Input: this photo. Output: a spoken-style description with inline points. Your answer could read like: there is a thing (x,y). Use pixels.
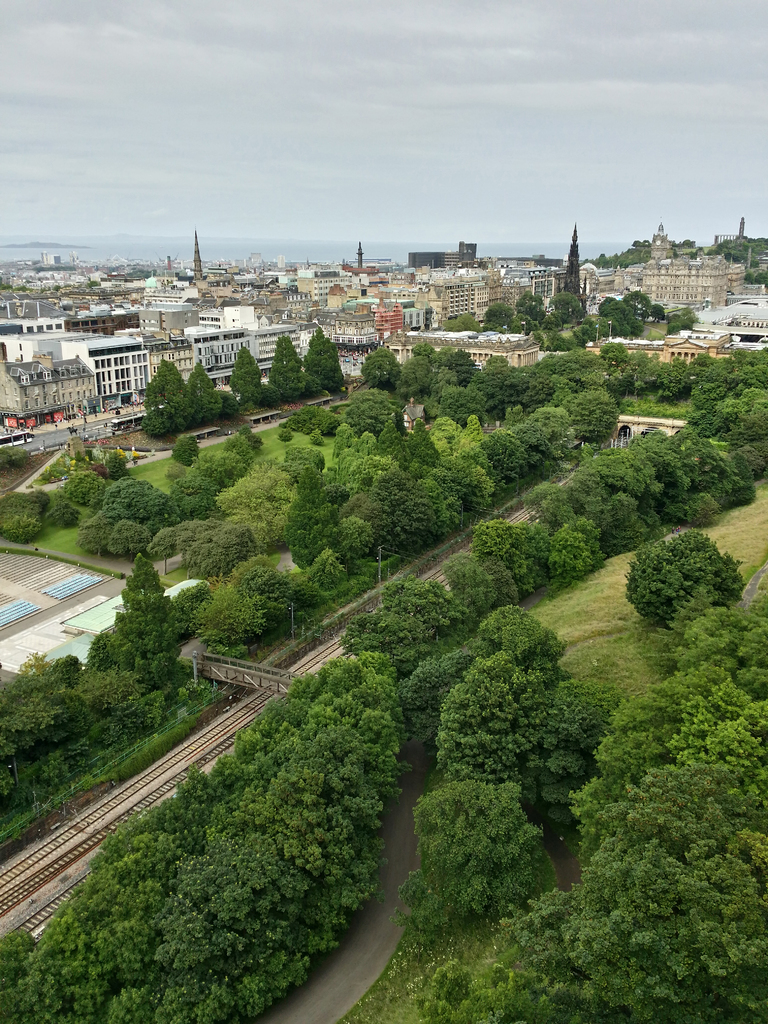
This picture is taken from outside of the city. In this image, we can see some trees (314,608), plants (197,365), buildings (112,385), houses (74,385), mountains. At the top (494,84), we can see a sky (454,50) which is cloudy, at the bottom (125,798), we can see a bridge (235,681) and a railway track (65,847).
